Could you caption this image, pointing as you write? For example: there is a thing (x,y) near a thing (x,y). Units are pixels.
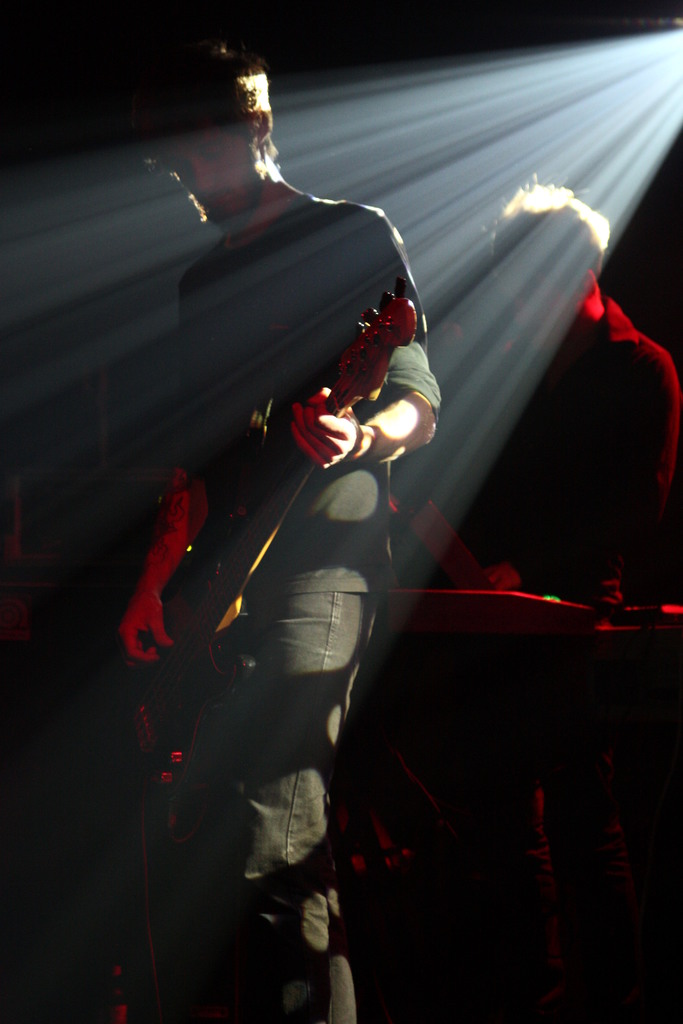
In this image we can see two persons (309,743) with musical instruments (226,558) and they are standing.
